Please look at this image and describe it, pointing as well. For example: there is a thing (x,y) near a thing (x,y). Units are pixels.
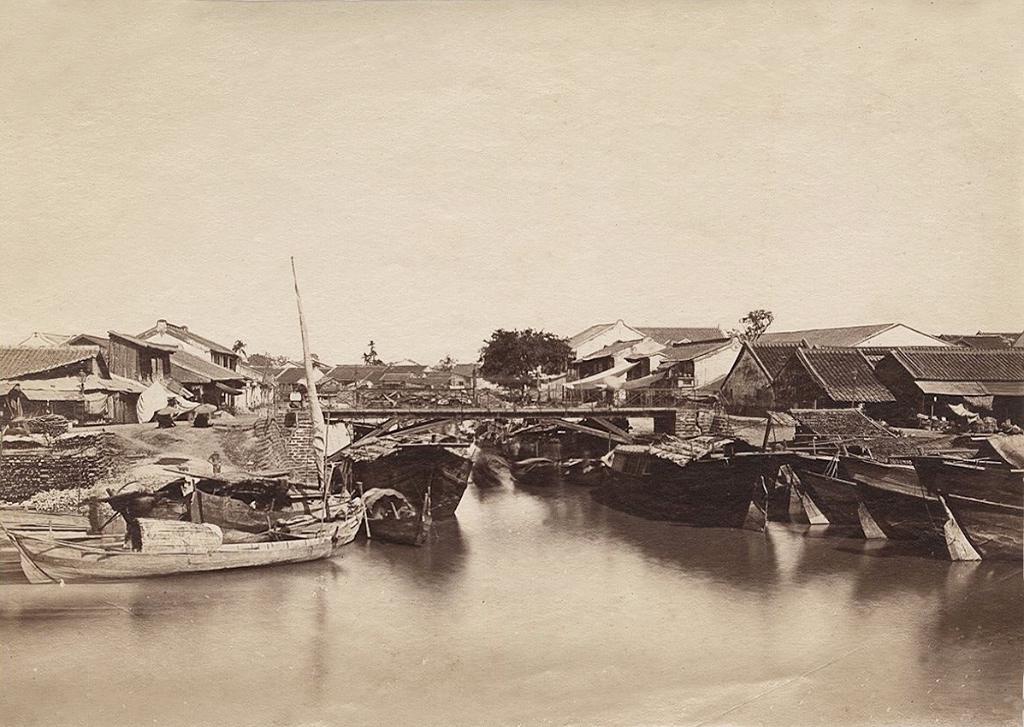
In this image I see number of houses (682,369), boats (648,462), water (429,598) and I see few trees (498,361) and I see the sky (437,117) in the background (525,159).
